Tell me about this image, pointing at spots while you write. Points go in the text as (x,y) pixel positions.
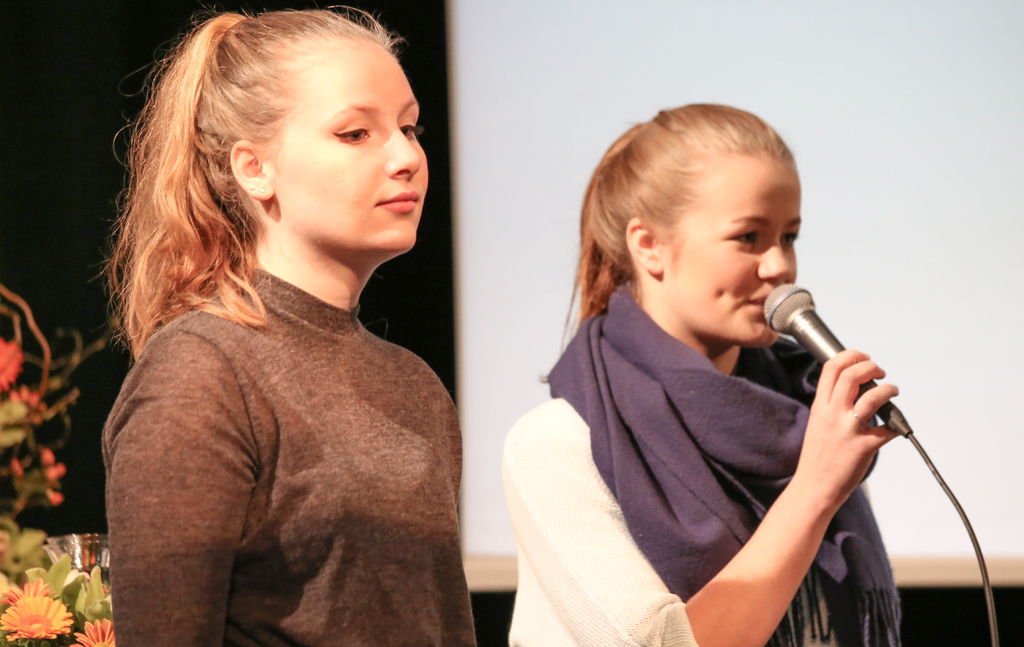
In this picture we can see two ladies (796,402) one among them is wearing white dress (549,406) is holding a mic (774,317) and the other is wearing brown color dress (118,605) and behind them there are some flowers (57,599).
